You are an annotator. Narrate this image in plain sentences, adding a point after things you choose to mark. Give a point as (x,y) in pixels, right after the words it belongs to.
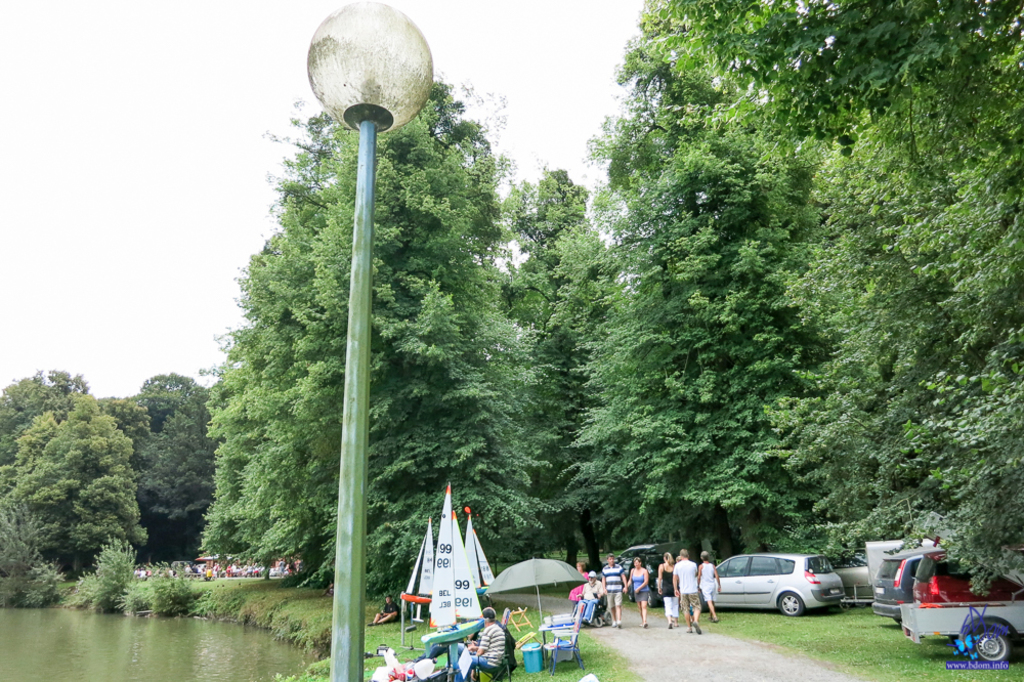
In the image there are many trees (525,311) and under the trees (638,485) there are few cars (799,561) and some people (596,591) are walking on the road (681,626), on the left side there is an umbrella (548,575), boat sails (474,565) and other objects (525,623) and there is a pond (69,612) on the left side (260,661), there is a pole light (370,138) in the foreground (342,582).
